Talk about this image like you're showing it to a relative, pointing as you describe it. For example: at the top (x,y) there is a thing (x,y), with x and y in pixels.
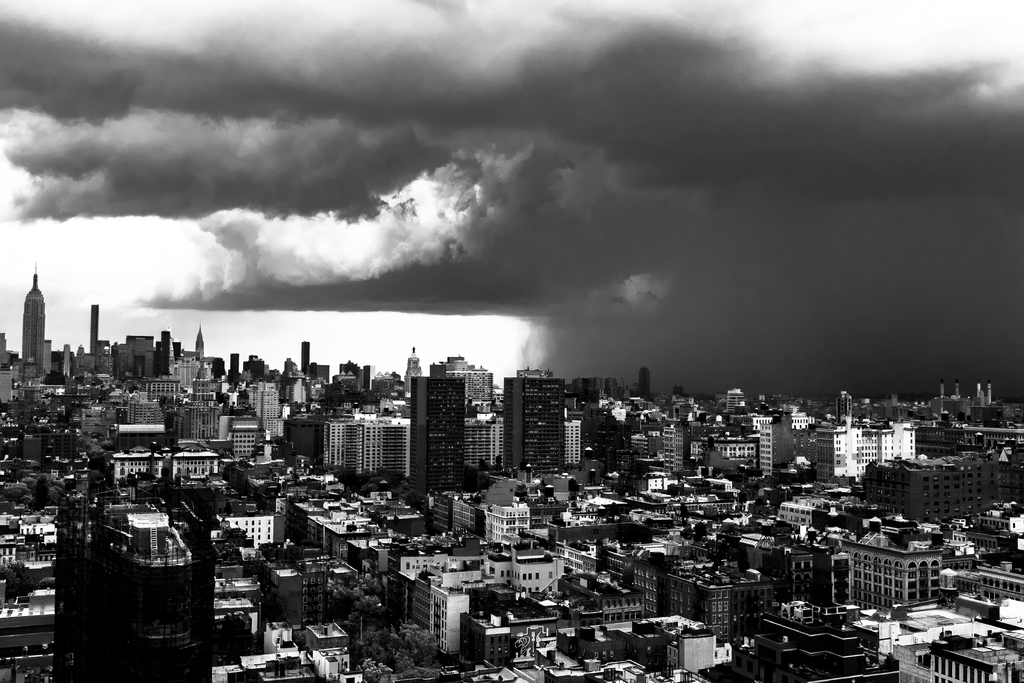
In this picture there are many buildings (447,466) in the image and there is sky (492,198) at the top side of the image (486,164).
